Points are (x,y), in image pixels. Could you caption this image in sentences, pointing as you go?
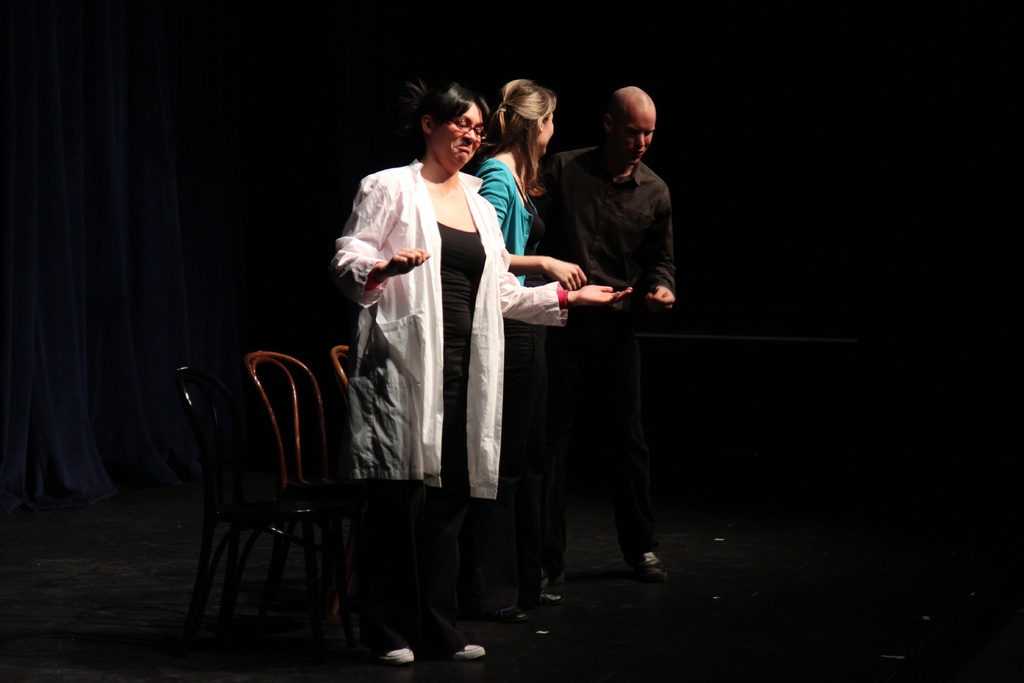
In this image we can see some people (563,463) standing on the stage (585,550). We can also see some chairs (349,572) beside them. On the backside (141,428) we can see a curtain (150,414).
